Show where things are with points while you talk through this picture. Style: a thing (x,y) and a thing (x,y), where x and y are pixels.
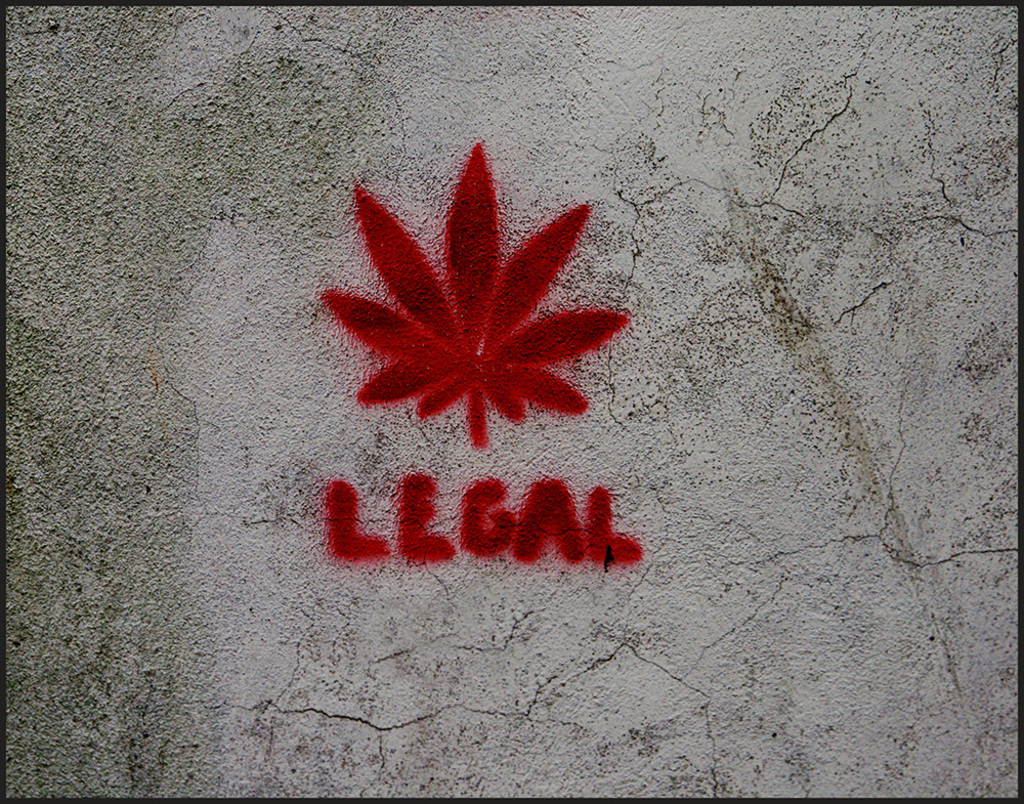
In this image we can see a wall (371,281) on which a leaf (542,319) is painted with red color and some text (379,522) was written.
